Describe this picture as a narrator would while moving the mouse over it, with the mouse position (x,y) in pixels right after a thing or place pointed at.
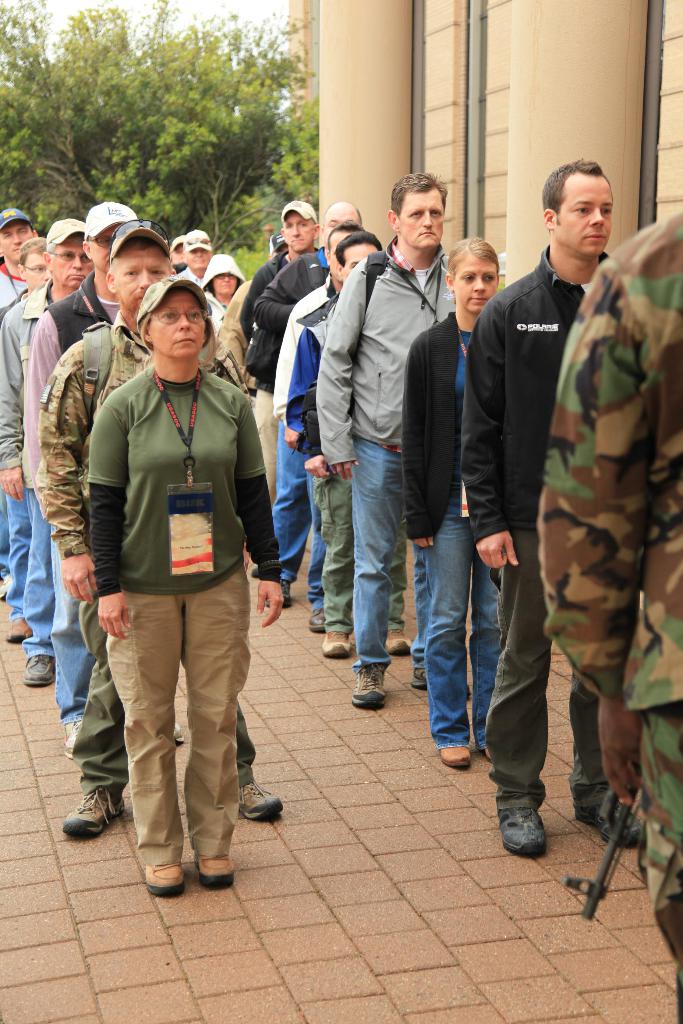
In this picture we can see a group of people (271,499) standing on the path (271,878) and a person (662,725) is holding a gun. Behind the people (354,400) there are trees (89,101), building (353,117) and a sky (240,11).
